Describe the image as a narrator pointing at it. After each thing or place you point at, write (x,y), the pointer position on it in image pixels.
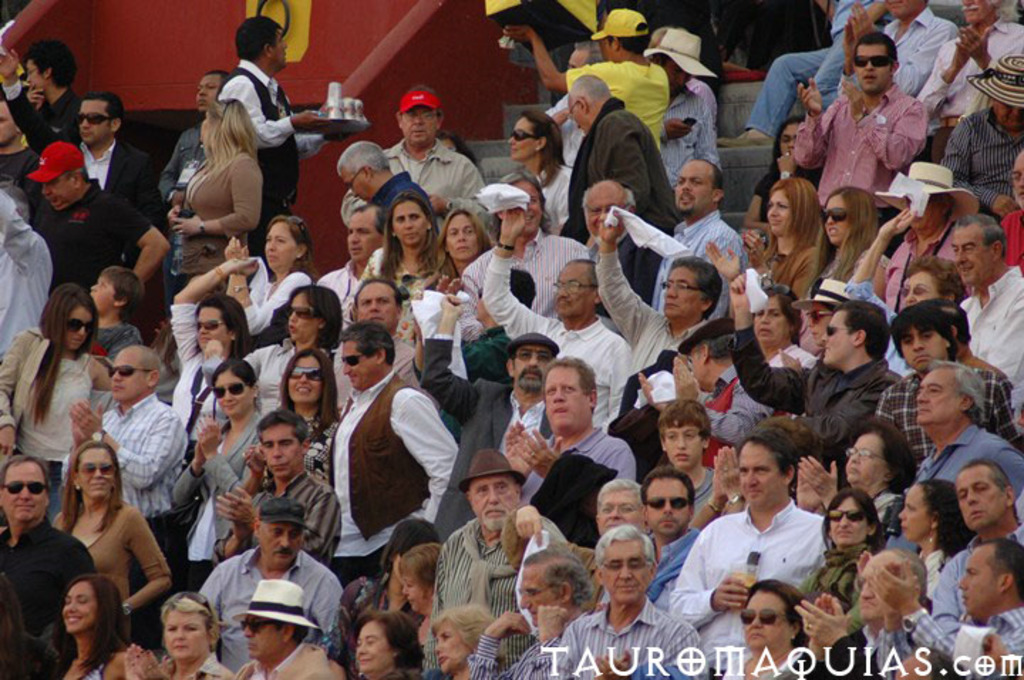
In this image there is a group of people (964,141) standing and clapping, in the bottom of the image (641,677) text (551,656) written.
